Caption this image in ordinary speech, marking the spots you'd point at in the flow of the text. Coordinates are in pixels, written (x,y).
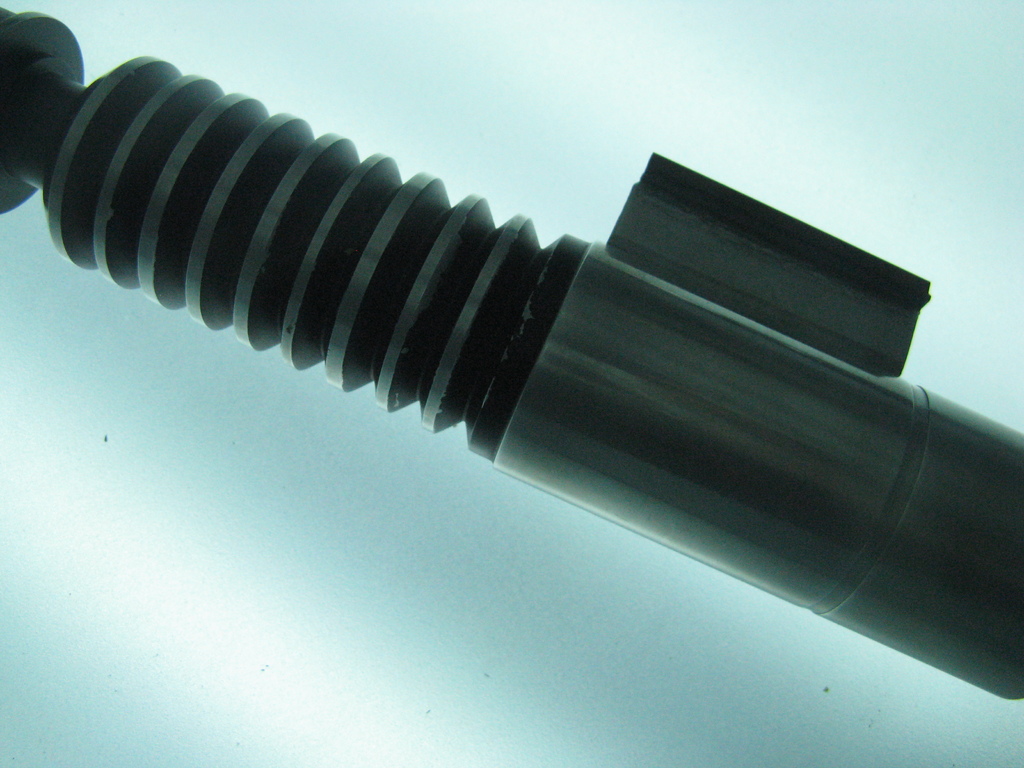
In this image I can see a black color object (560,348).
